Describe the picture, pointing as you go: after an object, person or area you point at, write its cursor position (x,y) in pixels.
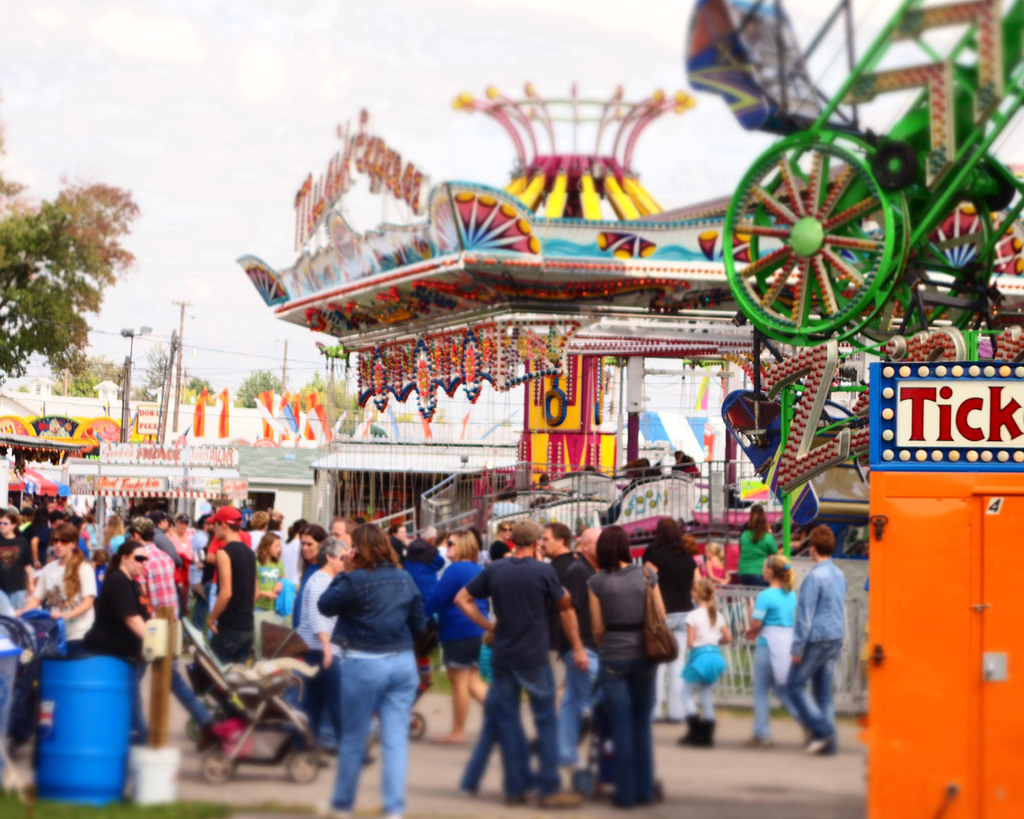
In this picture we can see a group of people (582,675) and a stroller (601,718) on the ground (584,751) and in the background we can see few buildings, trees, poles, sky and some objects (59,759).
